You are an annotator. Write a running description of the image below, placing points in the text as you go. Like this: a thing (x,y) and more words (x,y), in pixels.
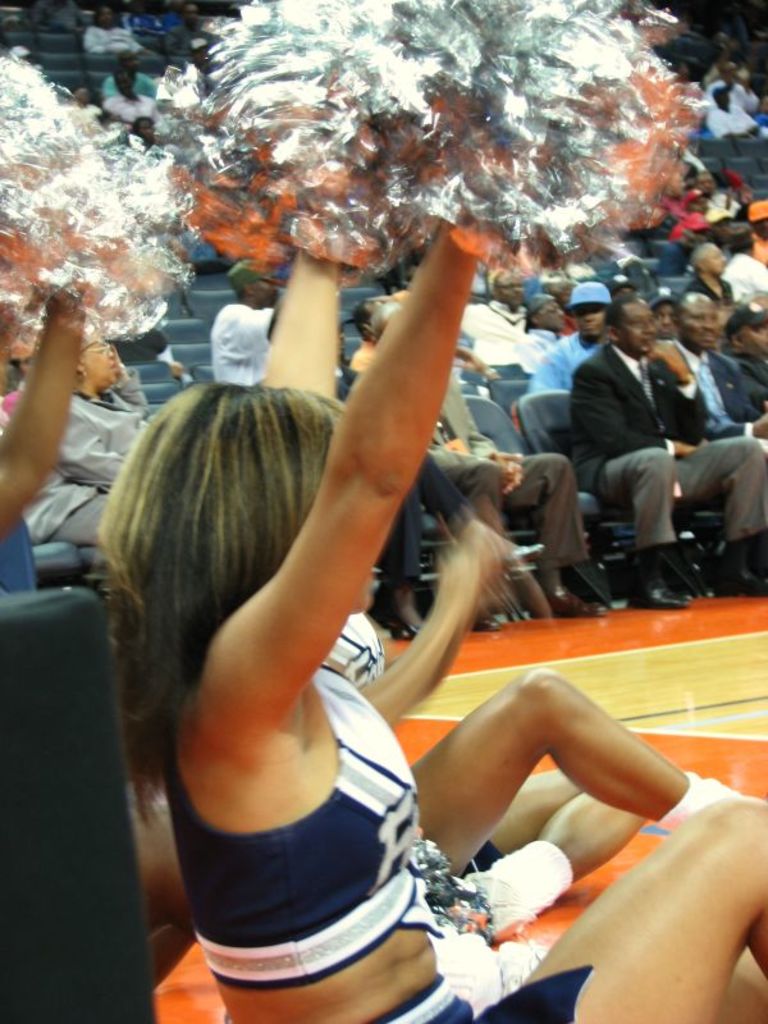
This is the picture of a lady (427,416) who is holding something and to the side there are some other people (576,356) sitting on the chairs (85,15).
